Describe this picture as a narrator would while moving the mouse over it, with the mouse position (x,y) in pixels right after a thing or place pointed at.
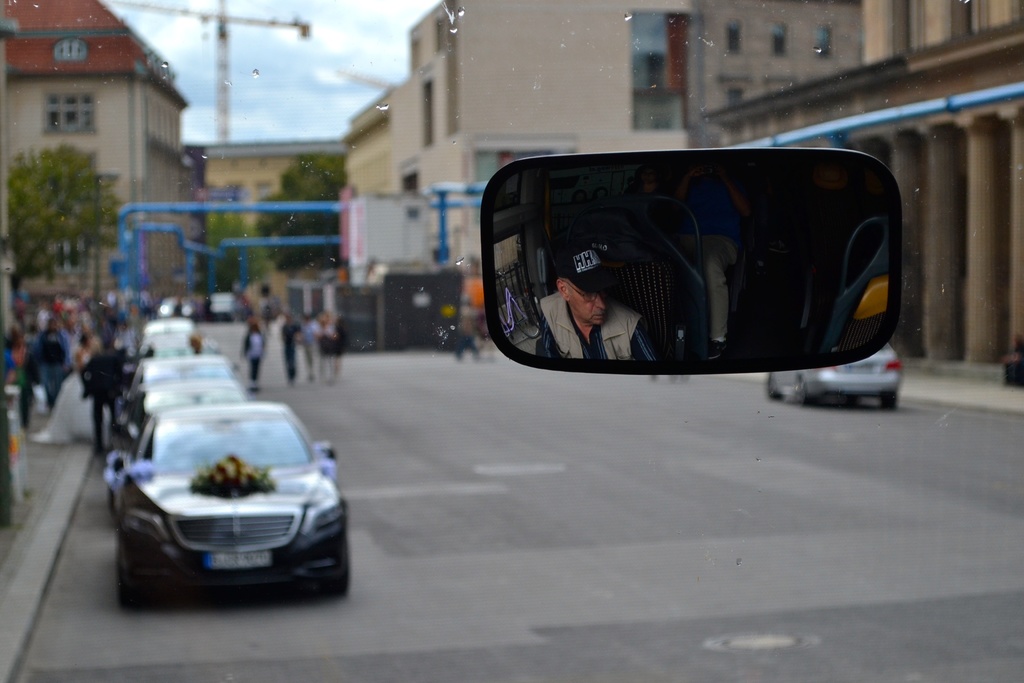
This image is taken from the rear view mirror (488,253) of a bus (870,274), from the mirror (810,338), we can see there is a driver (595,342) in the driver seat (634,272), in front of the bus (823,338) on the road (504,455) there are few cars (221,511) parked and there are few people (106,368) walking on the road (236,342) and on the pavement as well, in the background of the image (68,210) there are trees (62,226) and buildings (359,148).
